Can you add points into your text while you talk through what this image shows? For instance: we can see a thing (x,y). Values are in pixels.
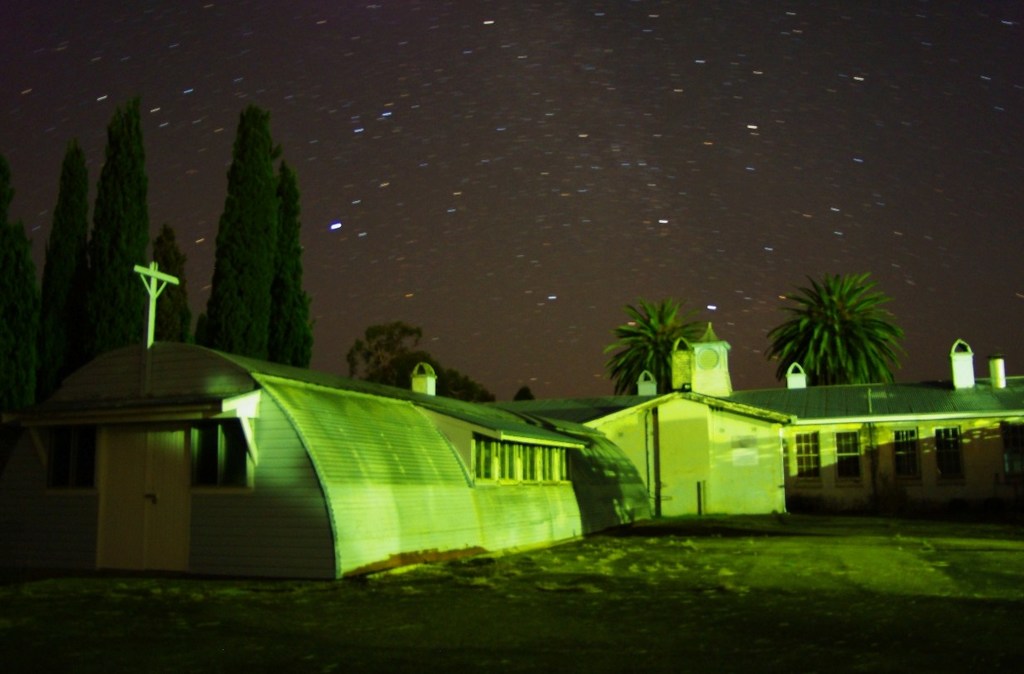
This image is taken during the night time where there are buildings (537,482) at the bottom (639,488). In the background (62,288) there are trees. At the top (471,76) there is the sky (420,122) with the stars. At the bottom (762,609) there is ground (827,596).
